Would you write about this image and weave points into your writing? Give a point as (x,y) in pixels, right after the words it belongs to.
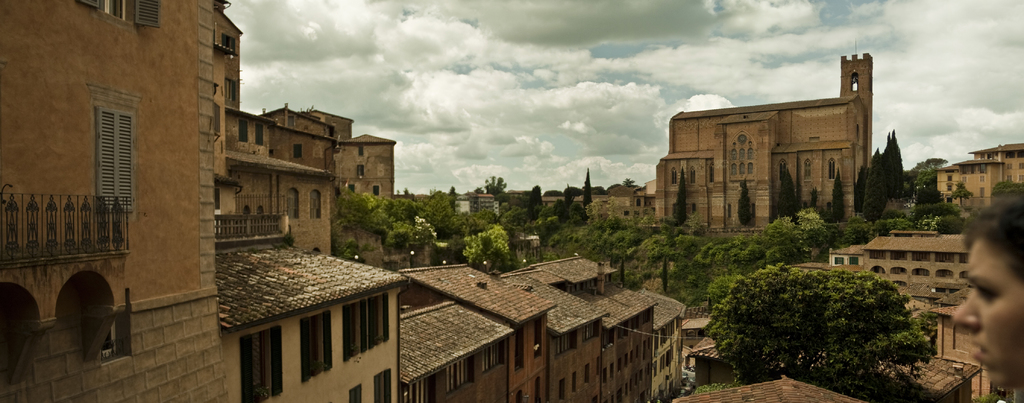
In this image we can see many buildings (602,315) and they are having few windows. There are many trees (741,250) in the image. We can see the clouds (543,72) in the sky (543,72). There are many flowers (424,223) to a tree (419,238) in the image.
